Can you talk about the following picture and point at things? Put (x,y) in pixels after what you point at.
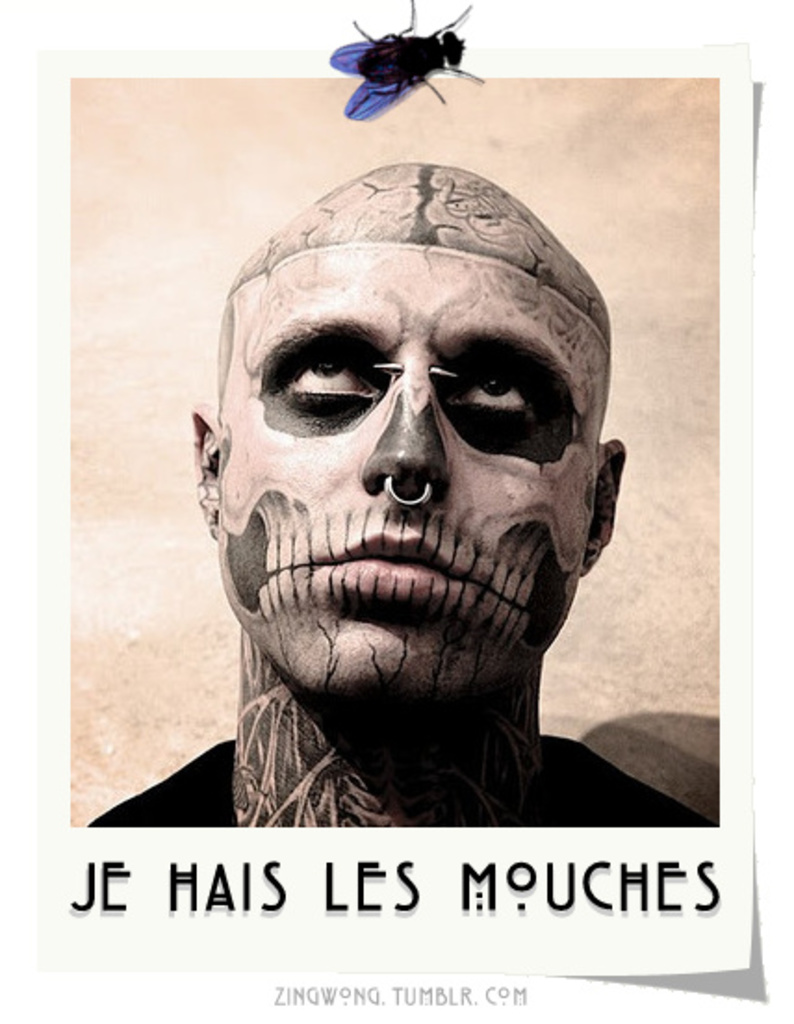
It is an edited image there is a poster (498,770) and in the poster (285,347) there is a picture (407,270) of a person (150,815), under the picture (272,679) there is some text (405,903) and there is a picture (375,67) of a fly (424,44) above the poster (484,73).
